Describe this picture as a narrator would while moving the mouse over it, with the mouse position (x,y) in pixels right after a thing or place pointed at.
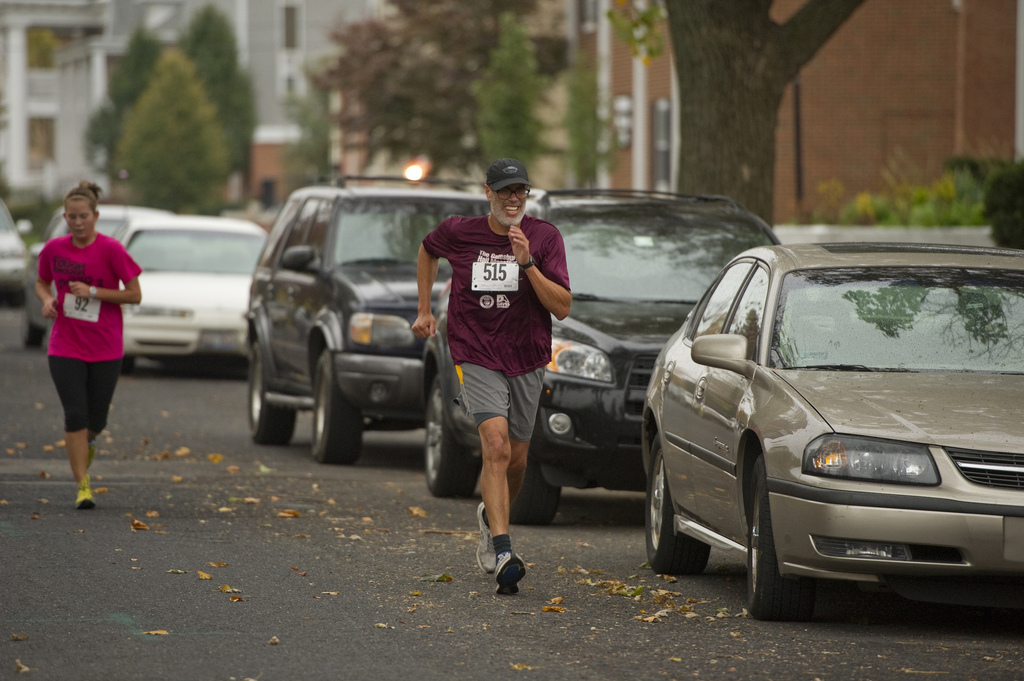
In this image we can see a man (497,547) and a woman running on the road (364,547). We can also see some plants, a group of trees (418,138), buildings (777,154), the bark (762,170) of a tree (777,106) and some cars (709,273) parked aside on the road (403,520).
